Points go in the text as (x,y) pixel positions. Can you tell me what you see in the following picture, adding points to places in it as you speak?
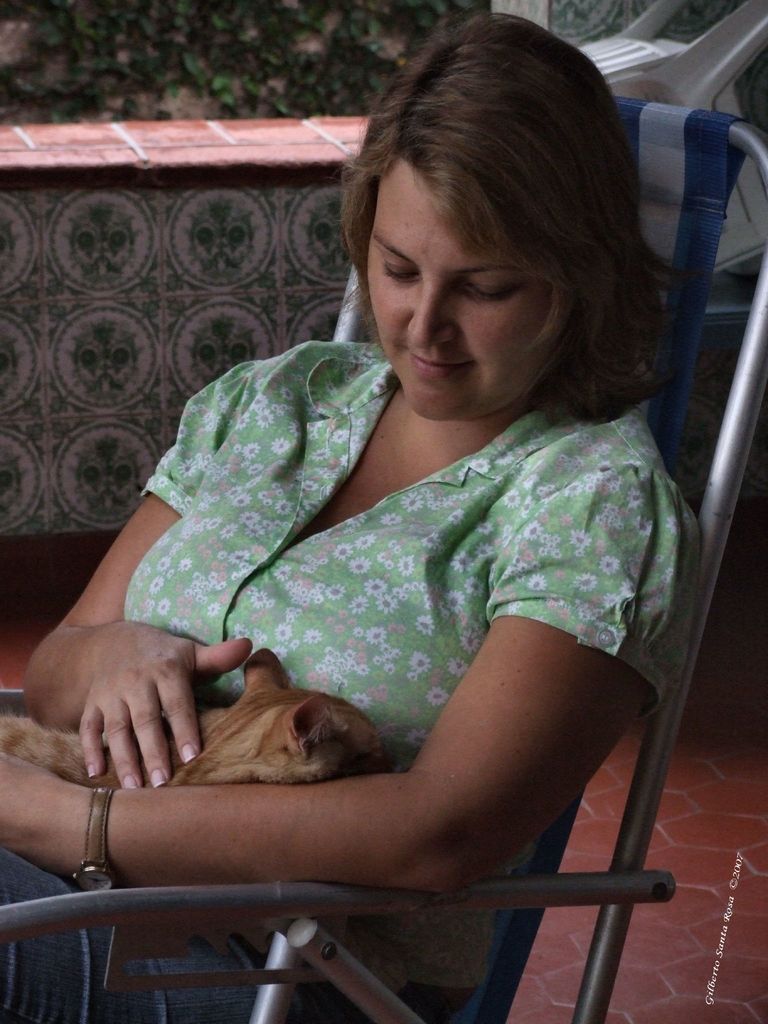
In the picture we can see a woman (449,699) holding a cat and sitting on the chair (751,372). She is wearing a green dress (423,643), in the back side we can see a wall (15,348) and some plants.
